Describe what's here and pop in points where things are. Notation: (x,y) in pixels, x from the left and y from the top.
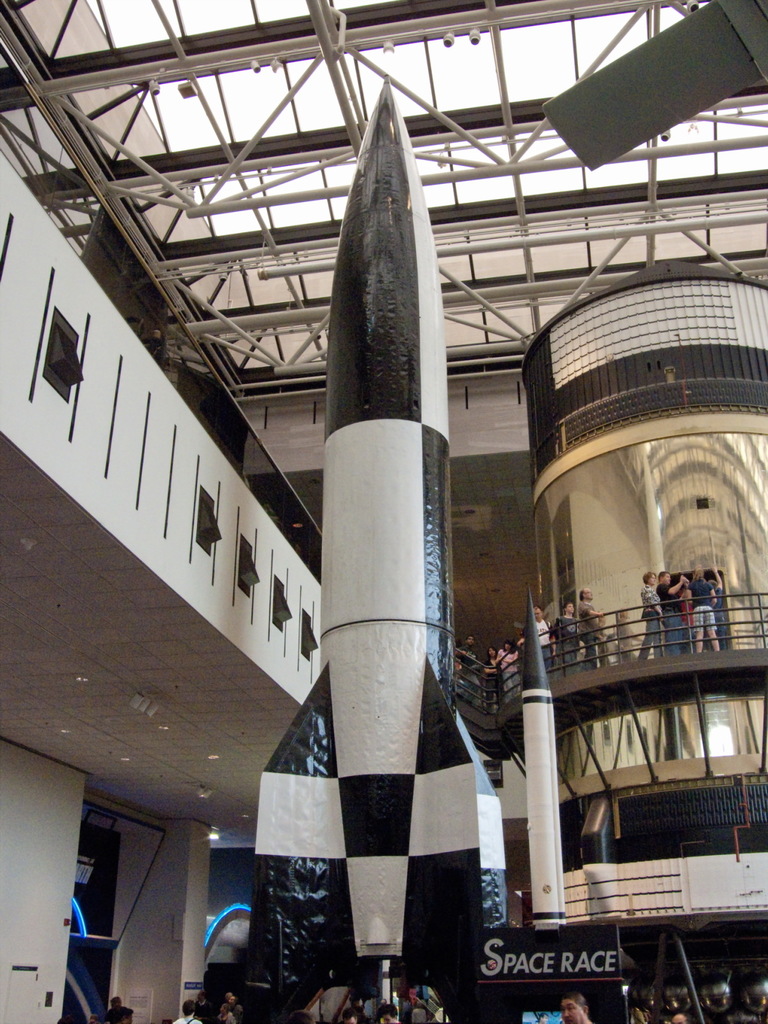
In this picture we can see a group of people (310,1021), rockets (394,766), banner (562,978), posters (133,996), lights (208,938), rods (185,194) and some people (694,610) are standing and some objects (767,339).
